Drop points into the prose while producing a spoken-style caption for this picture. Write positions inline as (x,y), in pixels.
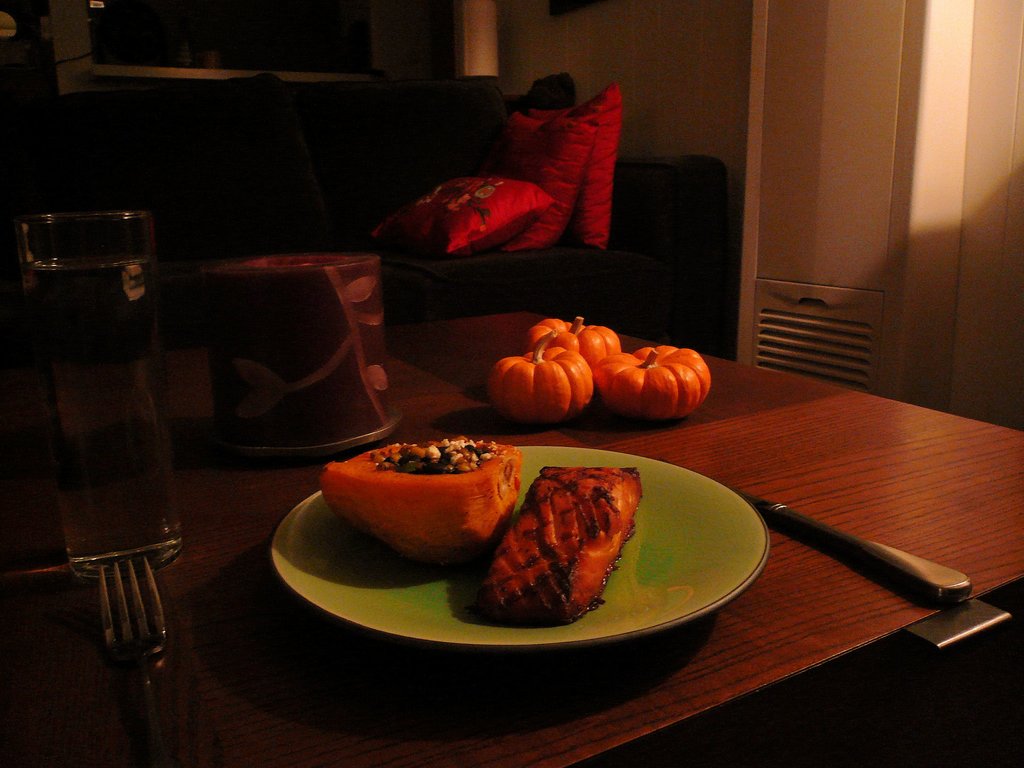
In this image there is a wooden table (834,463). On the table (814,451) there are pumpkins (635,381), a plate (656,573), a glass (95,383), a cup (322,302) and cutlery (825,536). There is food (494,537) on the plate (551,462). Behind the table (468,339) there is a couch (494,140). There are cushions (530,167) on the couch (94,142). In the background (414,18) there is a wall (659,36). To the right (846,150) there is a door (852,138) to the wall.
